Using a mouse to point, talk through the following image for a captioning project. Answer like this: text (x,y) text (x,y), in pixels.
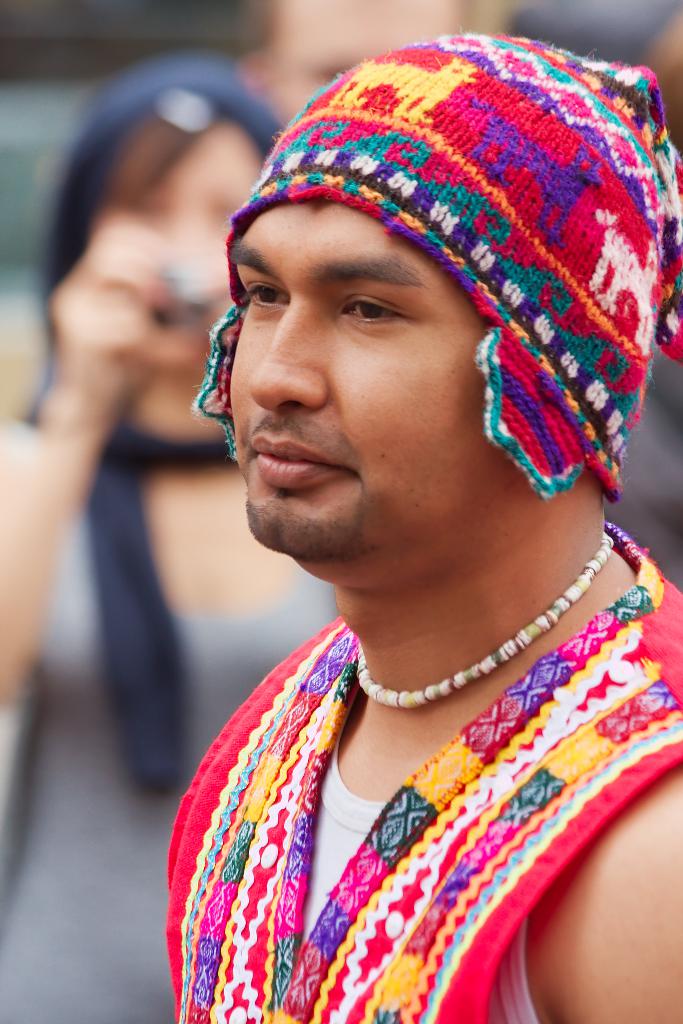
This image consists of a man (400,591) wearing a cap (443,249). In the background (151,483), there are many persons (132,314) standing. And the background (41,893) is blurred.
